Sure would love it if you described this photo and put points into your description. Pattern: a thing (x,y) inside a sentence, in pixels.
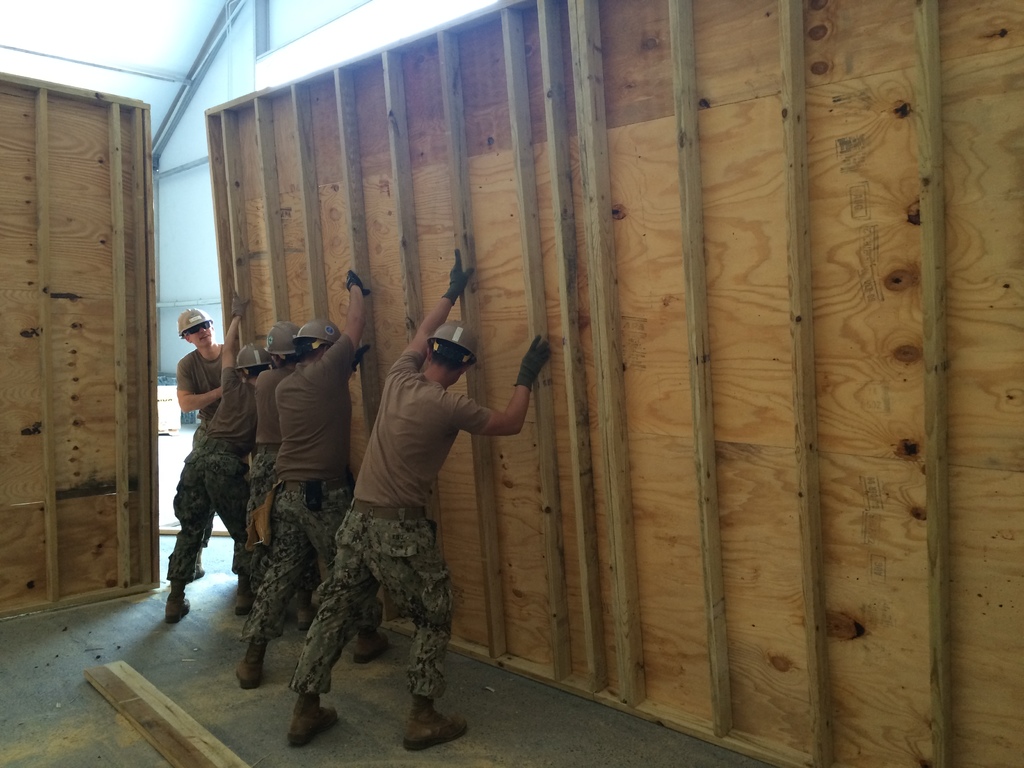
In this image we can see many persons (193,468) standing and holding a wooden board (495,138). On the left side of the image (131,121) we can see wooden board (77,531). In the background (350,24) there is wall (228,62).
